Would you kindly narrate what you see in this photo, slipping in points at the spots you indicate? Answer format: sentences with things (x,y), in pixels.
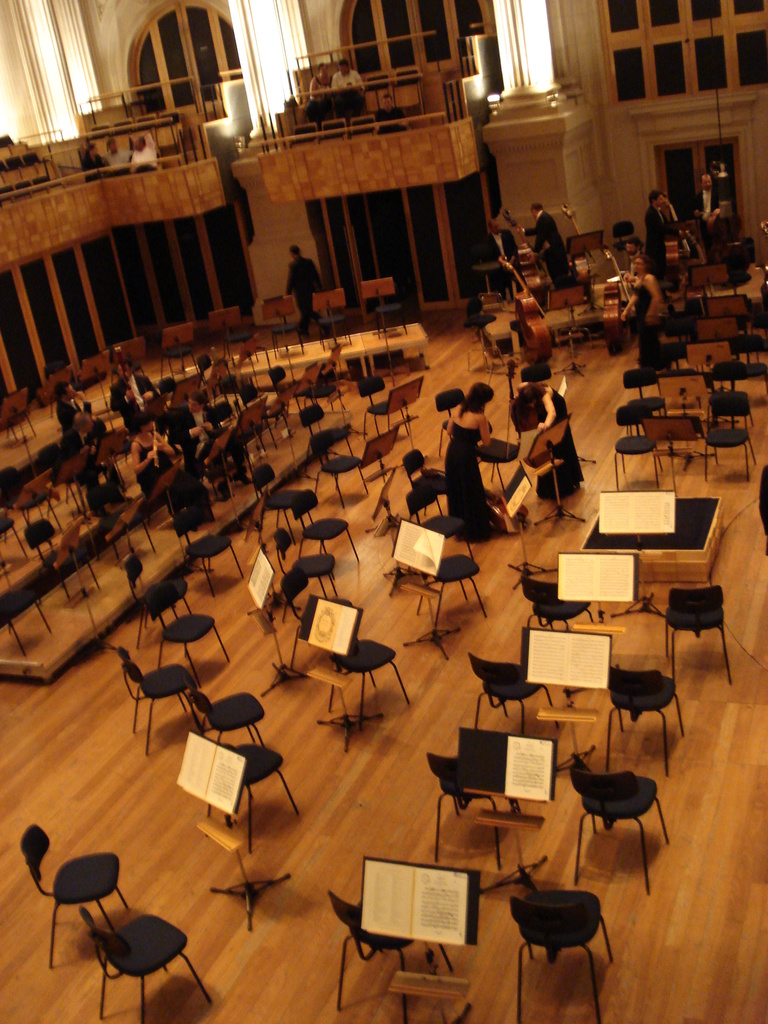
In this image we can see a group of people (515,258) standing on floor (220,348), a group of chairs (436,771) is placed on the floor (394,767) with some books (513,756) placed on stands (673,441). To the left side of the image (221,493) we can see group of persons (151,454) sitting. One woman (159,459) is holding a flute (154,444) in her hand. In the background (326,105), we can see some people (324,117) sitting, group of windows (727,18) and some lights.
